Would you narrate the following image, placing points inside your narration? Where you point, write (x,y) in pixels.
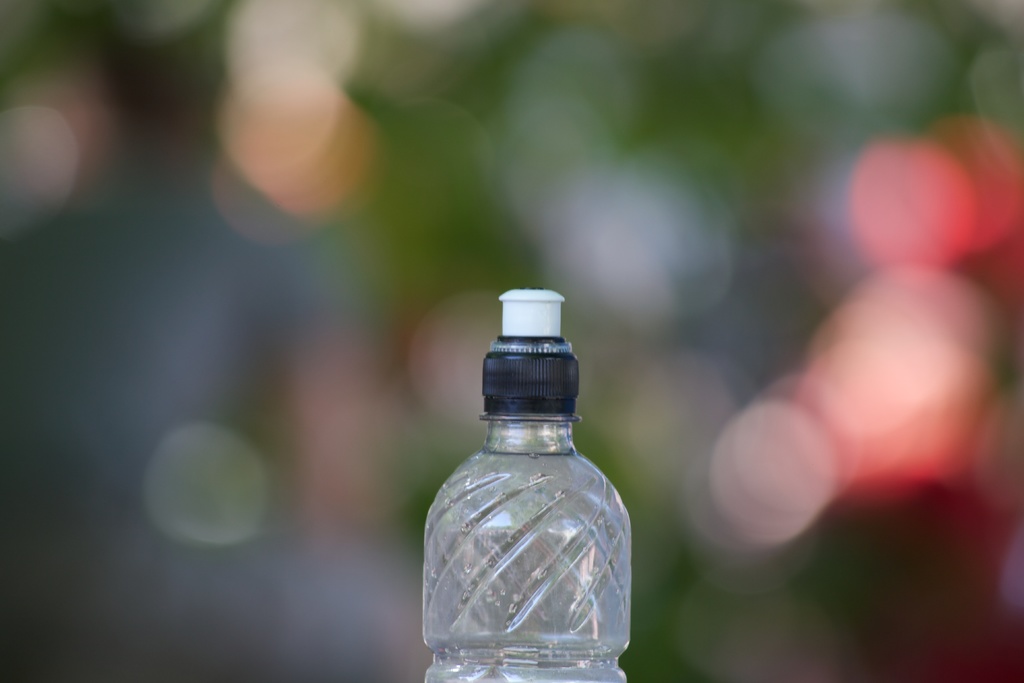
In this picture we can see a bottle (555,567).
